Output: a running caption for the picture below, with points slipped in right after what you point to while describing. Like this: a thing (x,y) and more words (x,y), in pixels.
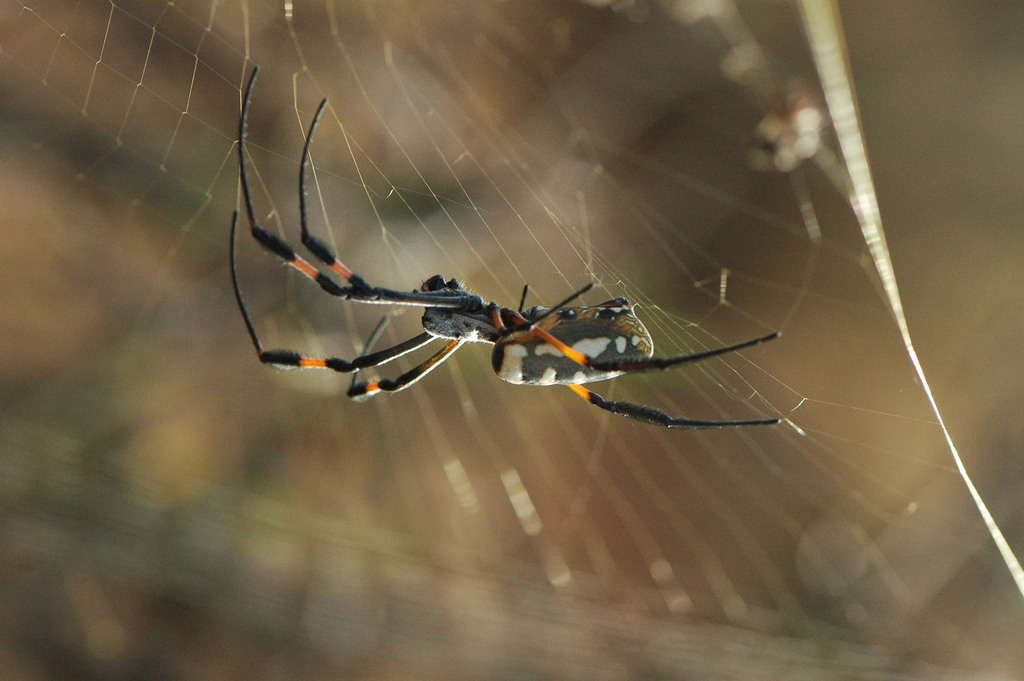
In the center of the image (551,350) there is a spider (538,342) and a spider web (472,393).
